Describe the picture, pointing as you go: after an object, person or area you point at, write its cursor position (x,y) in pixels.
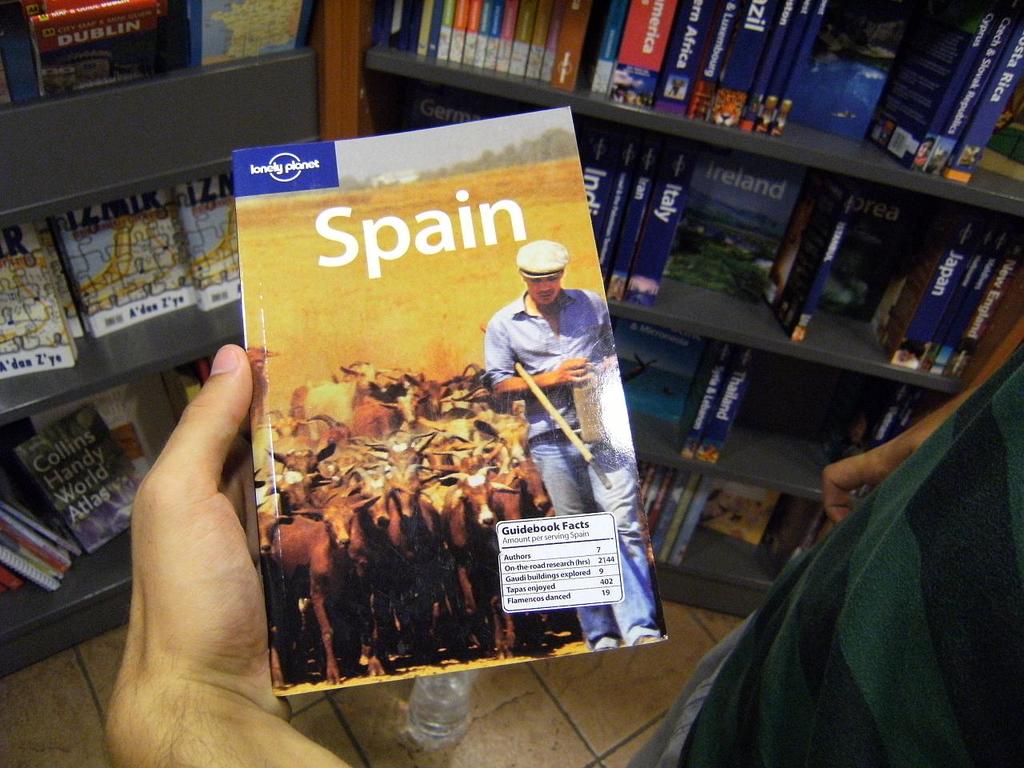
In the image I can see a person (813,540) is holding a book (413,465) in the hand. On the cover (397,397) of book (408,405) I can see animals (501,484), a person (541,443) and something written on the book (379,255). In the background (215,143) I can see shelves (581,78) which has books (742,85).
